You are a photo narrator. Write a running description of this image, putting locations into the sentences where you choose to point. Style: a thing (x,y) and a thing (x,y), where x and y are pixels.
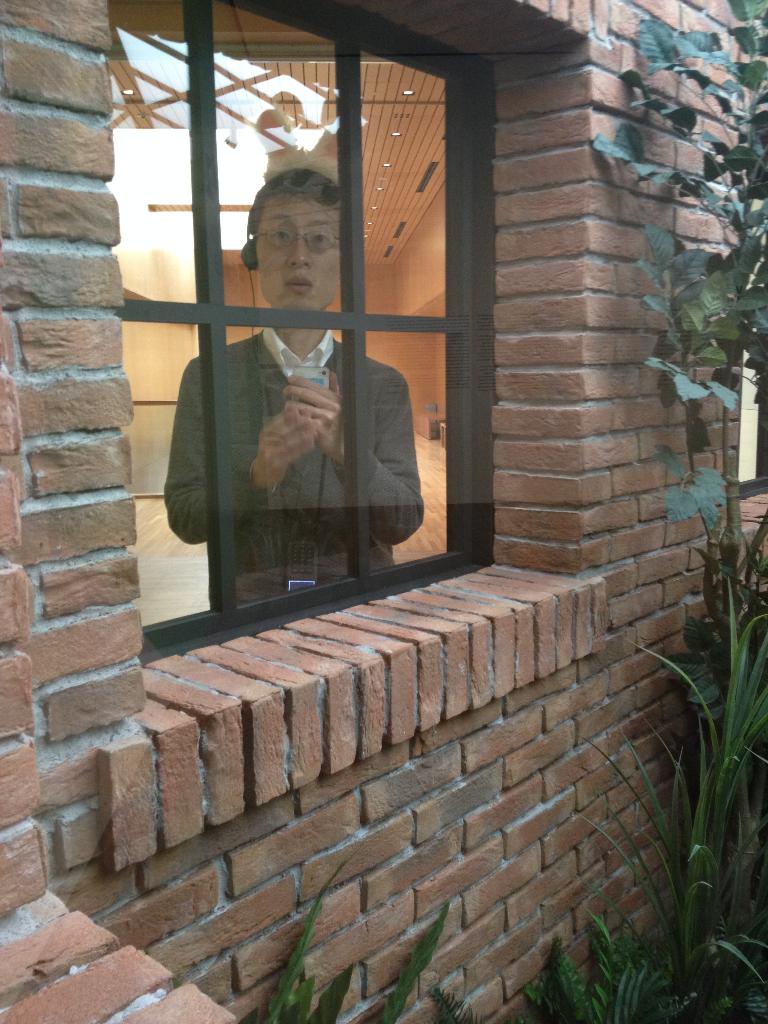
In this image, we can see a brick wall (36,978), we can see a glass window (246,388), there is a man (253,386) standing at the window (278,380), we can see some plants (555,963).
